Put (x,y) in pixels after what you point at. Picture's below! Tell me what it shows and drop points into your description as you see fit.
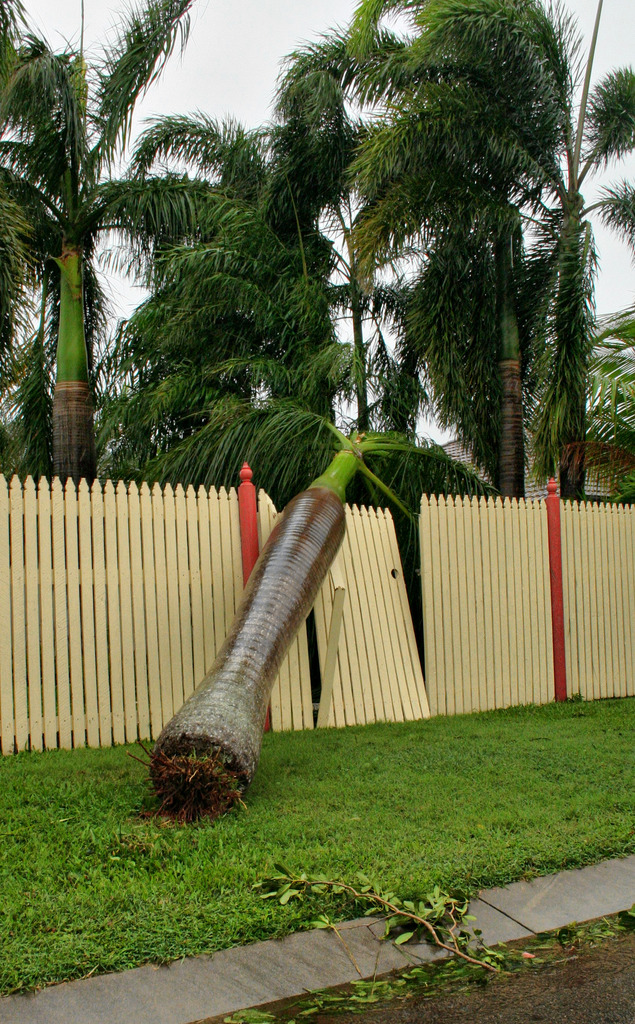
This is an outside view. At the bottom (557,816), I can see the grass (349,899) on the ground (282,966). Here I can see a tree trunk (206,710) fell down on a wooden fencing (443,665). In the background (209,375) there are many trees (211,235). At the top of the image (206,48) I can see the sky (196,53). On the right side (463,454), I can see the roof (527,469) of a house (531,476).
